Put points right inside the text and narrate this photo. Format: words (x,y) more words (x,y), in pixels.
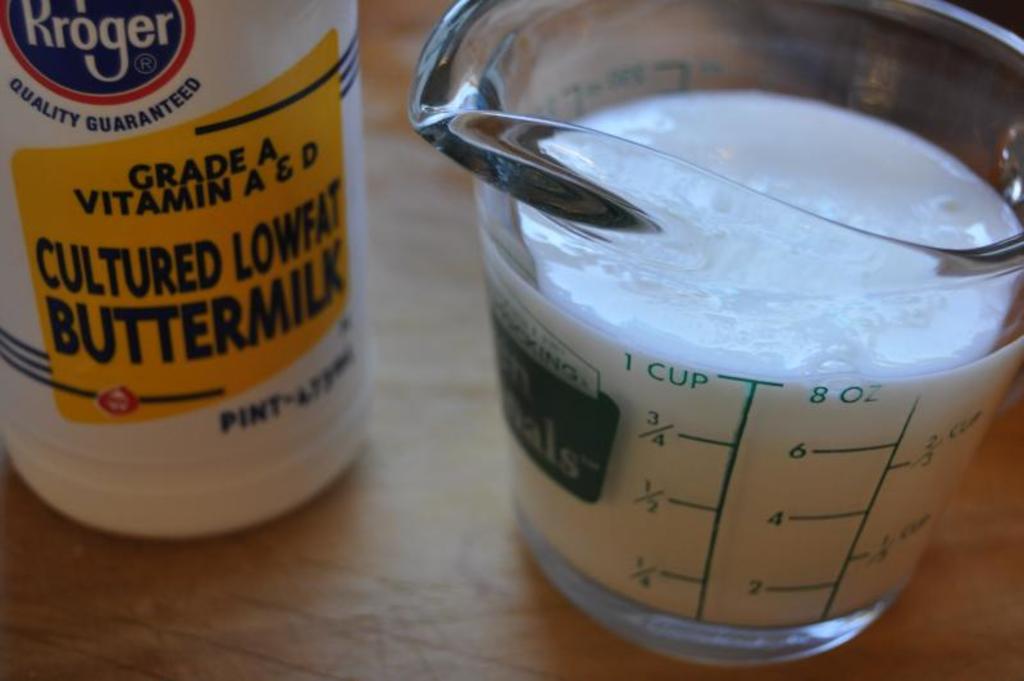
On the right of this picture (718,72) we can see a glass (987,248) containing some liquid (826,277) and we can see the text (645,439) and numbers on the glass (756,507). On the left (111,282) there is an object (222,32) which seems to be the bottle (36,347) containing some food item (222,48) and we can see the text (189,327) on the bottle (284,383). In the foreground (259,621) there is an object (513,600) which seems to be the table (513,553).
